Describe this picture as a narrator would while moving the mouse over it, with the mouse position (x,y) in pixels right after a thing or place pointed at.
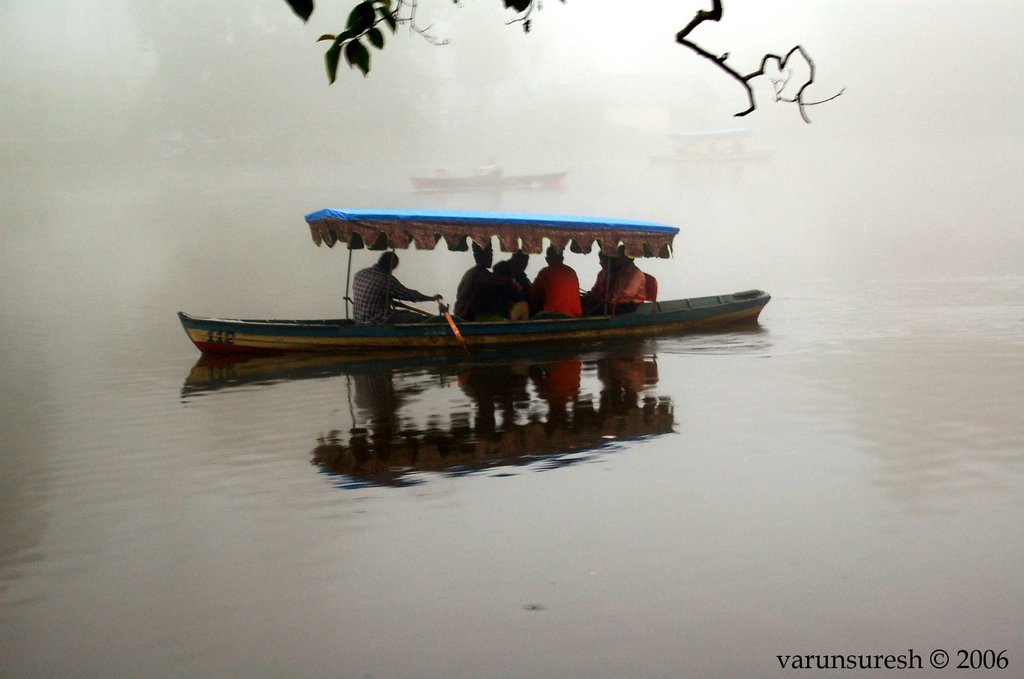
In this image we can see people (586,307) are sitting in a boat (734,320) and the boat (331,344) is on the surface of water (683,385). At the top of the image (397,23) branch (381,18) and leaves (362,24) are there.
